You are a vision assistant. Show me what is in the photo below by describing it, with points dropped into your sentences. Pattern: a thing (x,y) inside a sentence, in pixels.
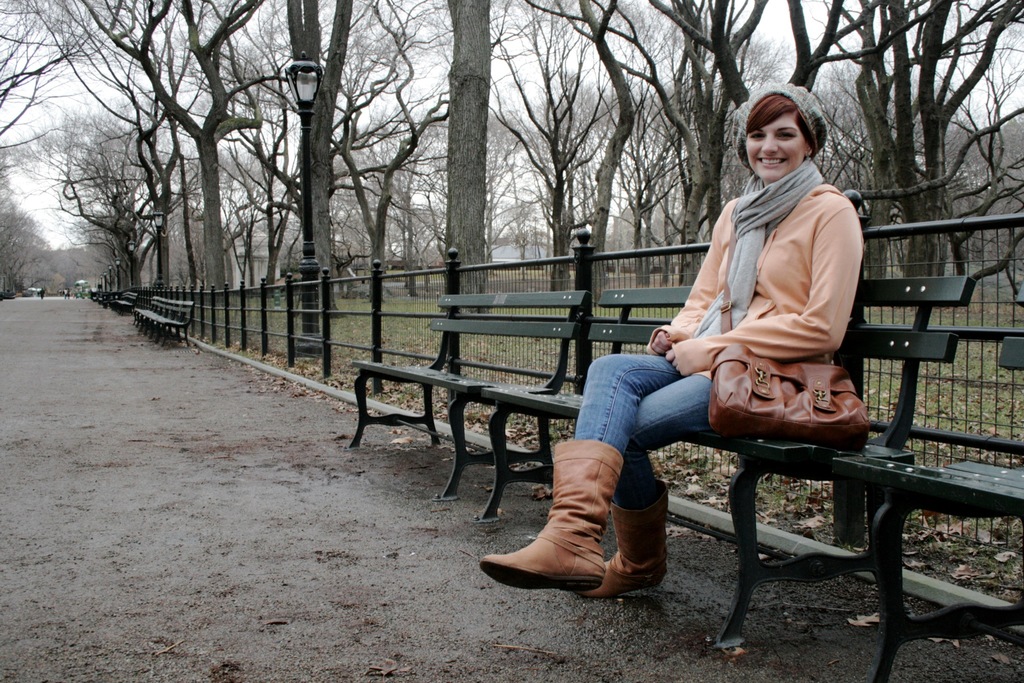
The woman (745,342) is sitting on a bench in the right corner (809,311) and there are trees (556,175) and fence (376,262) behind her.
